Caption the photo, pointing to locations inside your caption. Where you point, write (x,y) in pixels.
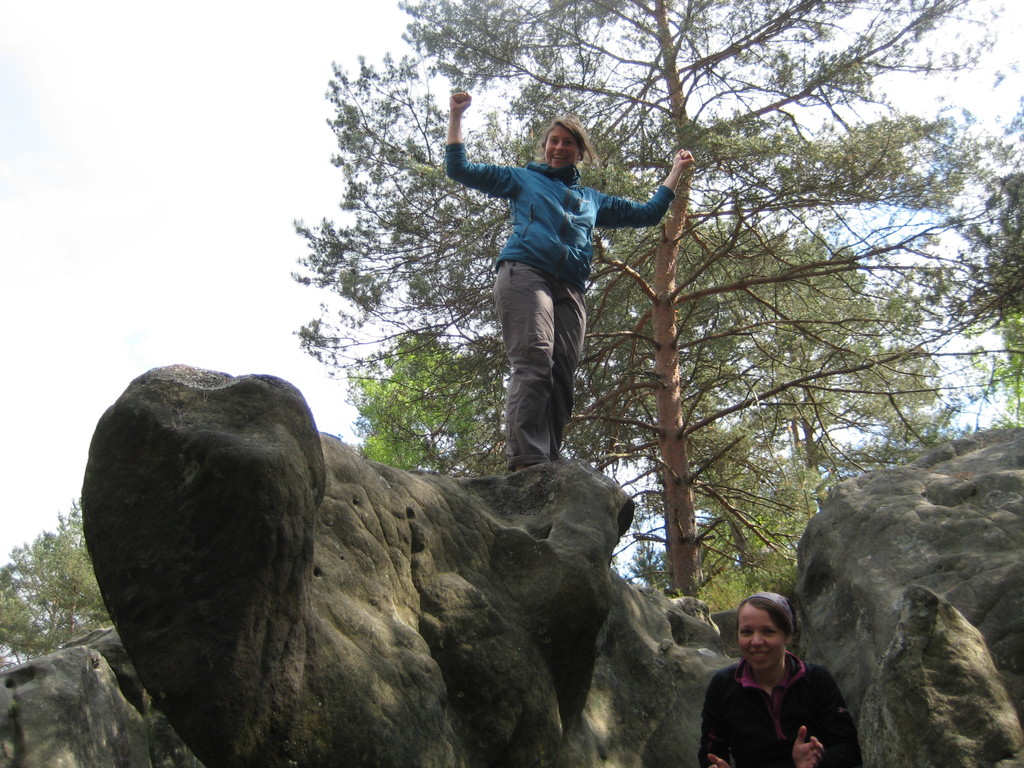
In the picture there is a huge stone (364,582) and a woman (556,350) is standing on the stone (499,561), another woman (731,700) is standing on the ground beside the stone (682,628) and there are many trees (691,408) beside the stone (551,485).
